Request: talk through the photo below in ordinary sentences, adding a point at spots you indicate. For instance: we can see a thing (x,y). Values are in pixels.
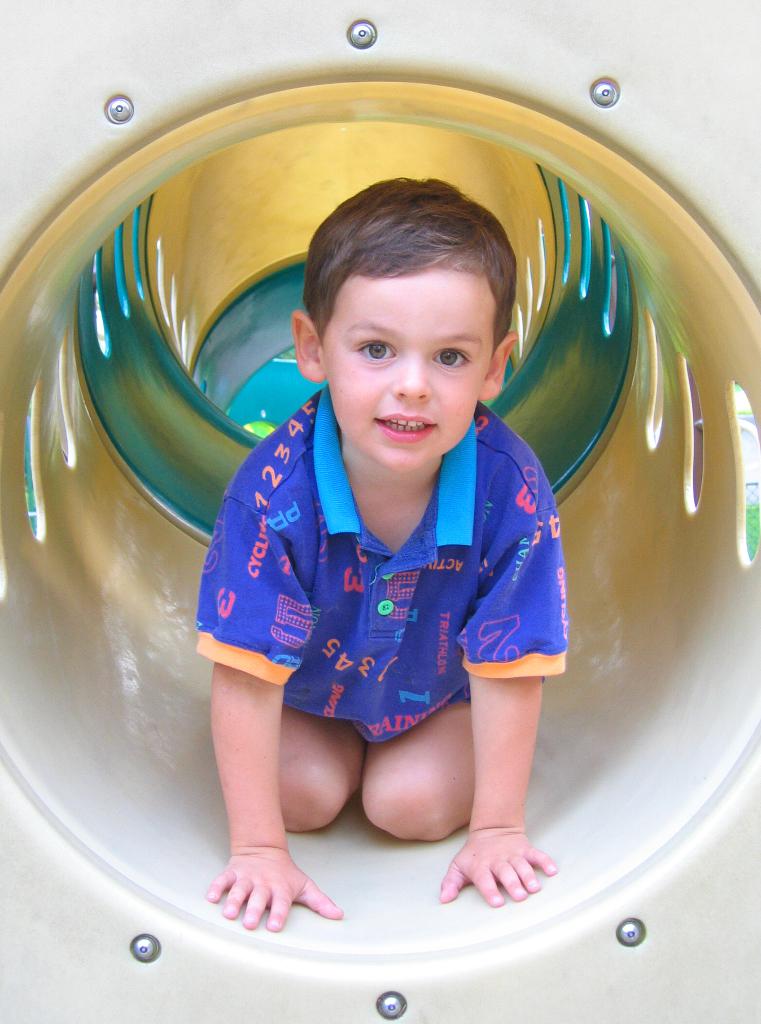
In this image, we can see a kid (424,610) inside tunnel (616,378).
